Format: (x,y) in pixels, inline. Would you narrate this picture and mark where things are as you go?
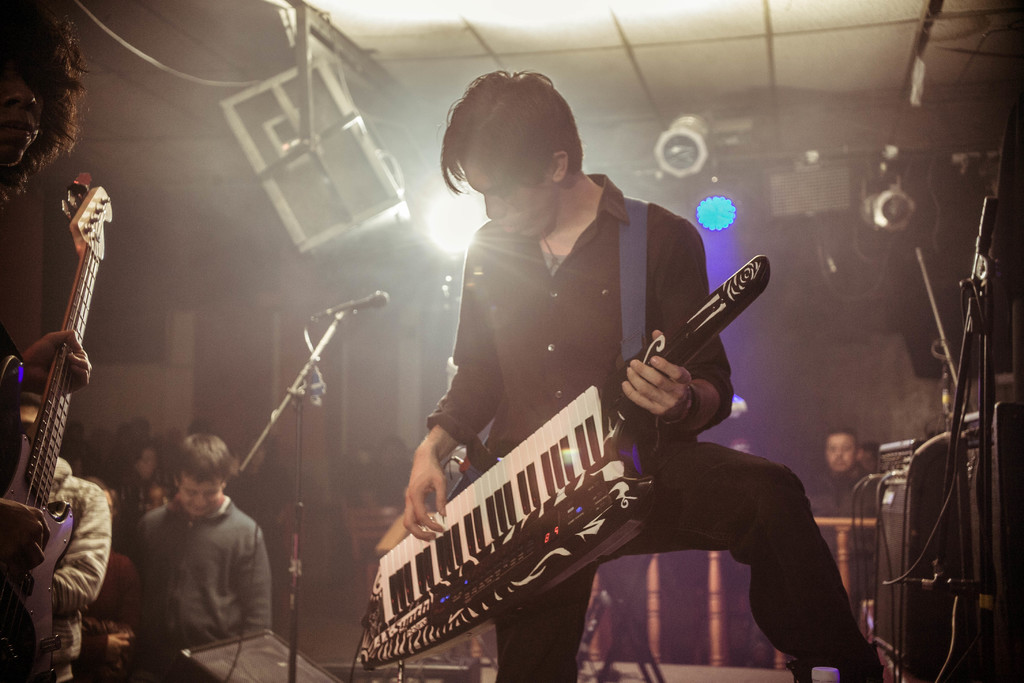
In the center of the image (599,362) we can see one person (596,567) is standing and he is holding one musical instrument (586,531). On the left side of the image (64,399), we can see one person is standing and he is holding a guitar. In the background (173,376) there is a wall (868,318), lights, microphones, stands (938,314), few musical instruments (1012,494), few people (74,493) are standing and a few other objects (854,189).
